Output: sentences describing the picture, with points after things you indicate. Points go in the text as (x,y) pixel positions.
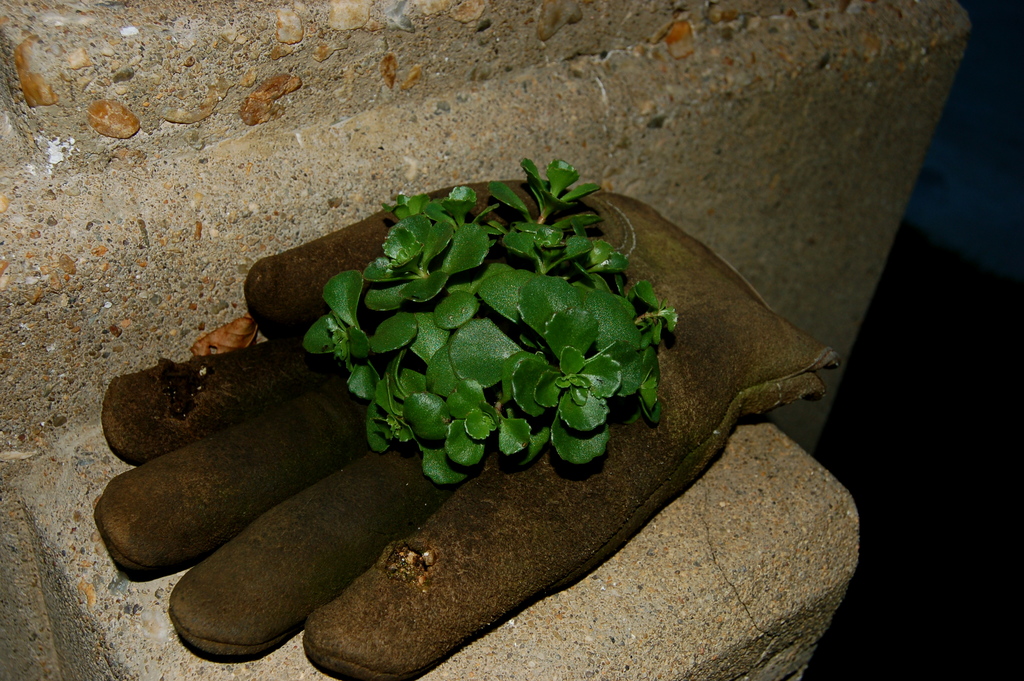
In this picture we can see a plant (589,416) on an object (708,296) and in the background (52,456) we can see wall (170,167).
